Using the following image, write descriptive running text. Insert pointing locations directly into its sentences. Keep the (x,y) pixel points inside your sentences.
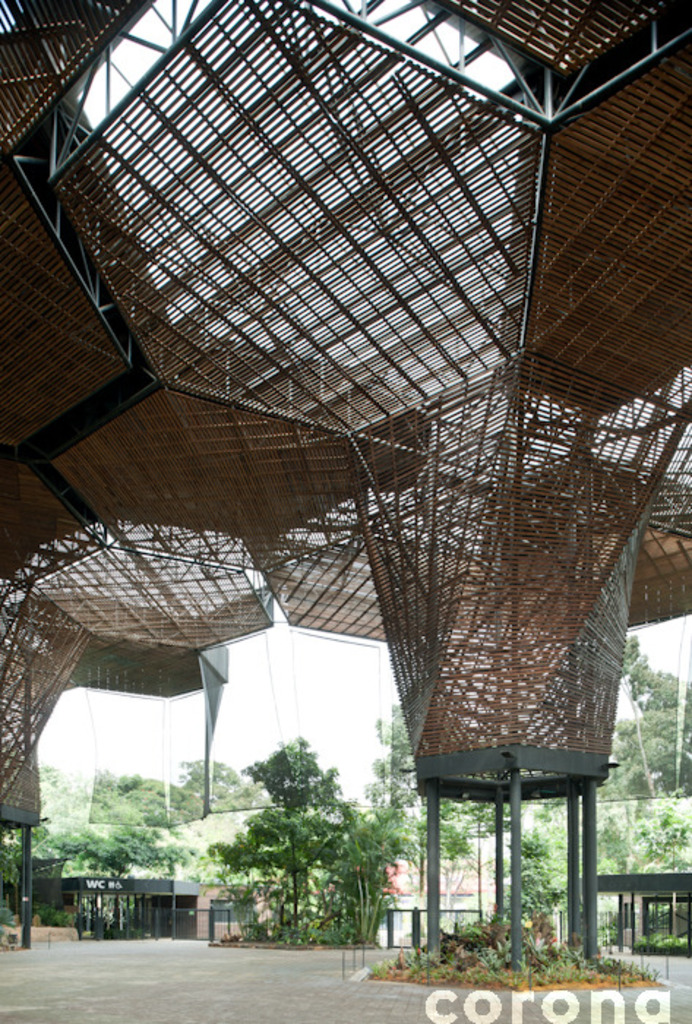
In this picture we can see the ground (196,962), here we can see shelters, trees (247,915), some objects (217,934) and we can see sky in the background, in the bottom right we can see some text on it.
